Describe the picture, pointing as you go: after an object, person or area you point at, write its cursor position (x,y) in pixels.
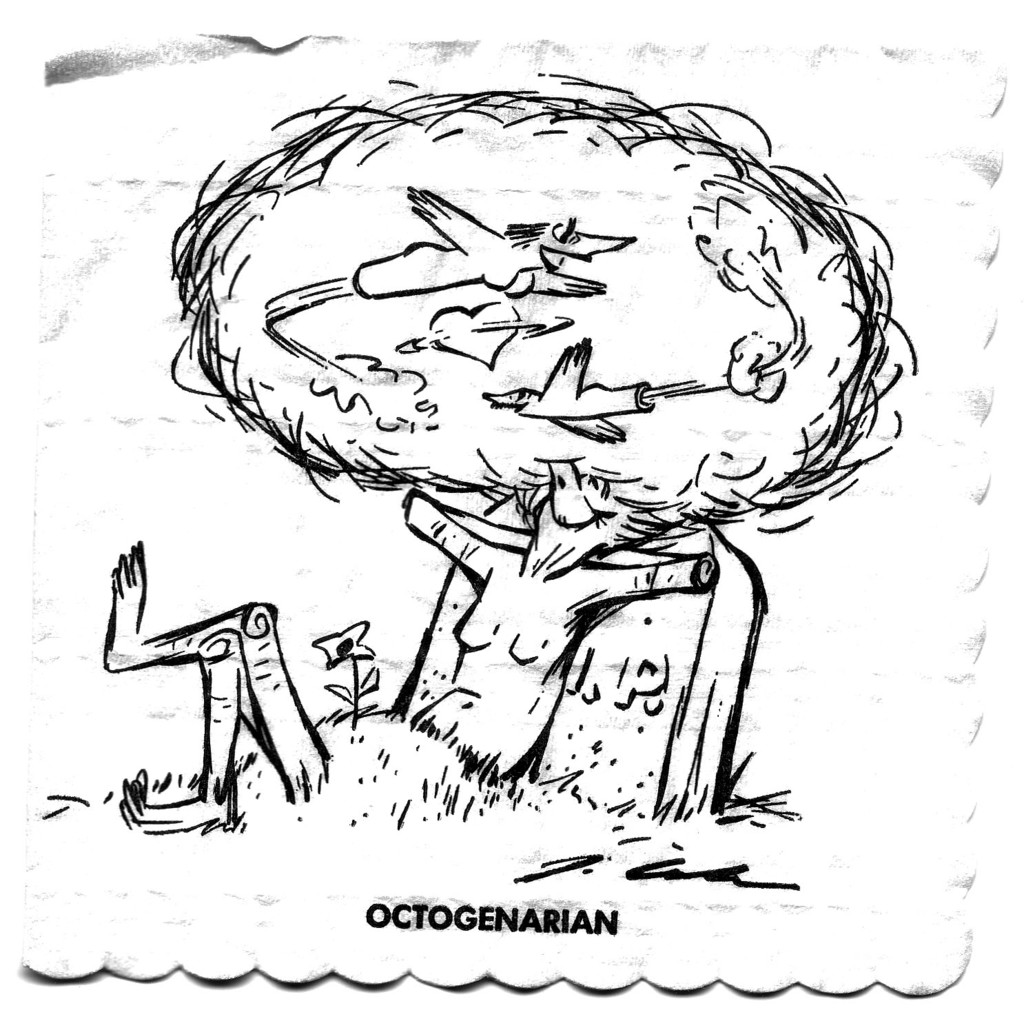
In this picture I can see sketch (457,708) of person (493,654) and looks like person (520,623) is dreaming.
